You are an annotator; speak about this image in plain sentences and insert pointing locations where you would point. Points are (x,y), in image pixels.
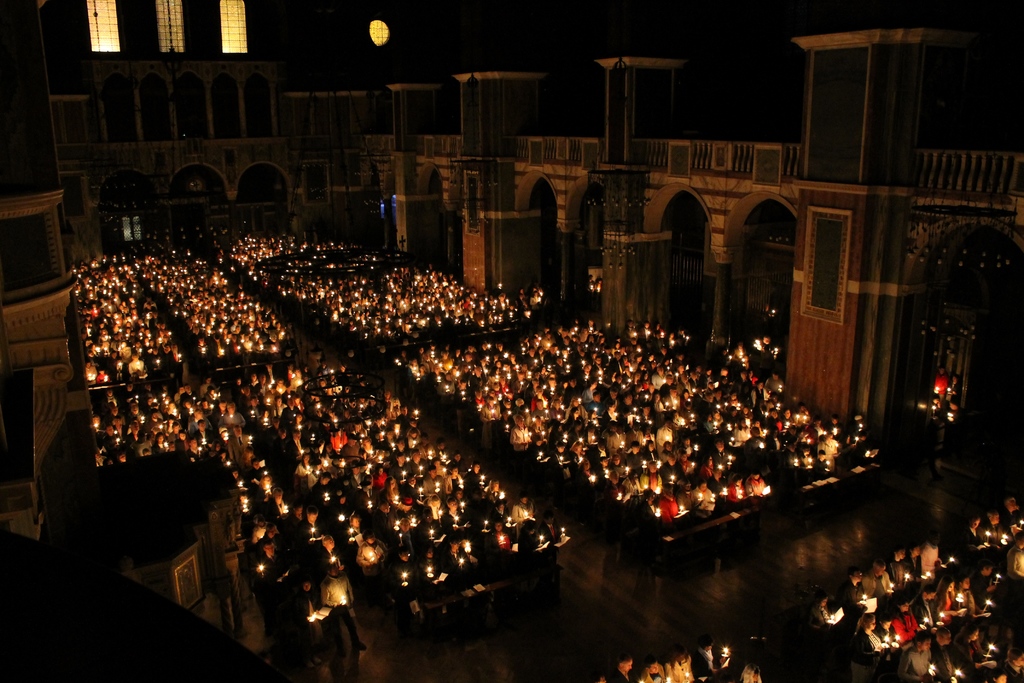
In this image I can see the interior (621,541) of the building (509,202) in which I can see the floor (625,602) and number of persons (446,498) are standing on the floor (644,603) holding candles (246,249) in their hands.
